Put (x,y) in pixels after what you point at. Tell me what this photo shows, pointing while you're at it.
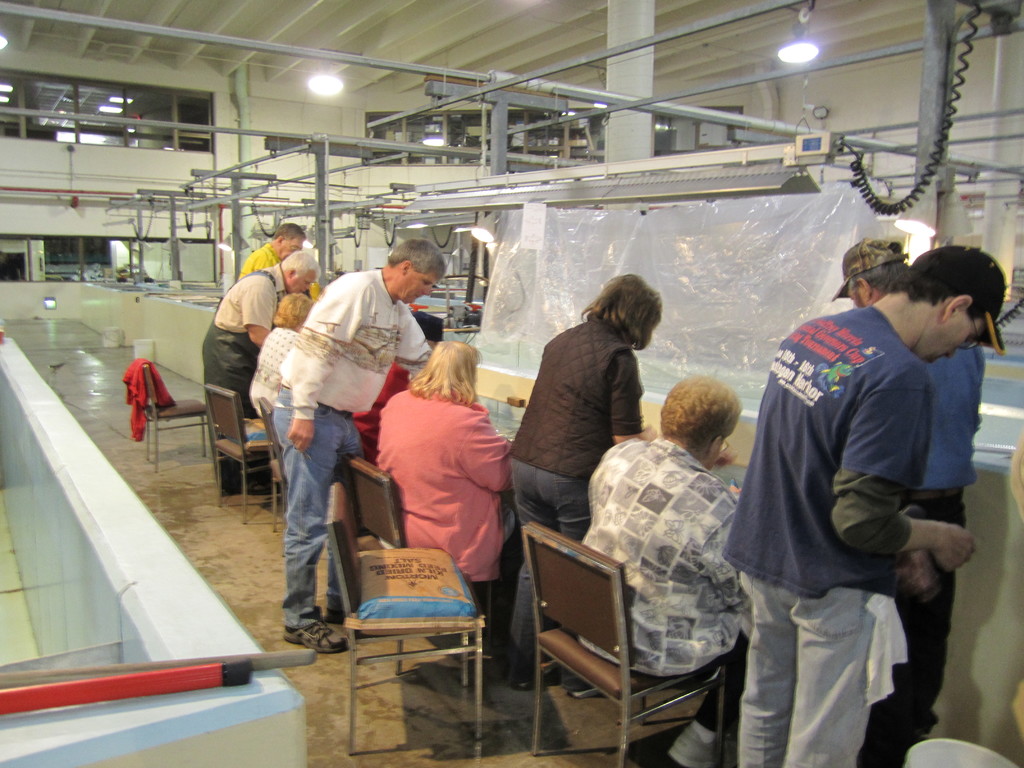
In this picture there are several people (713,483) sitting on the table (500,380) and processing the work on the table (507,392). In the background (518,202) we observe several machines (420,189).
